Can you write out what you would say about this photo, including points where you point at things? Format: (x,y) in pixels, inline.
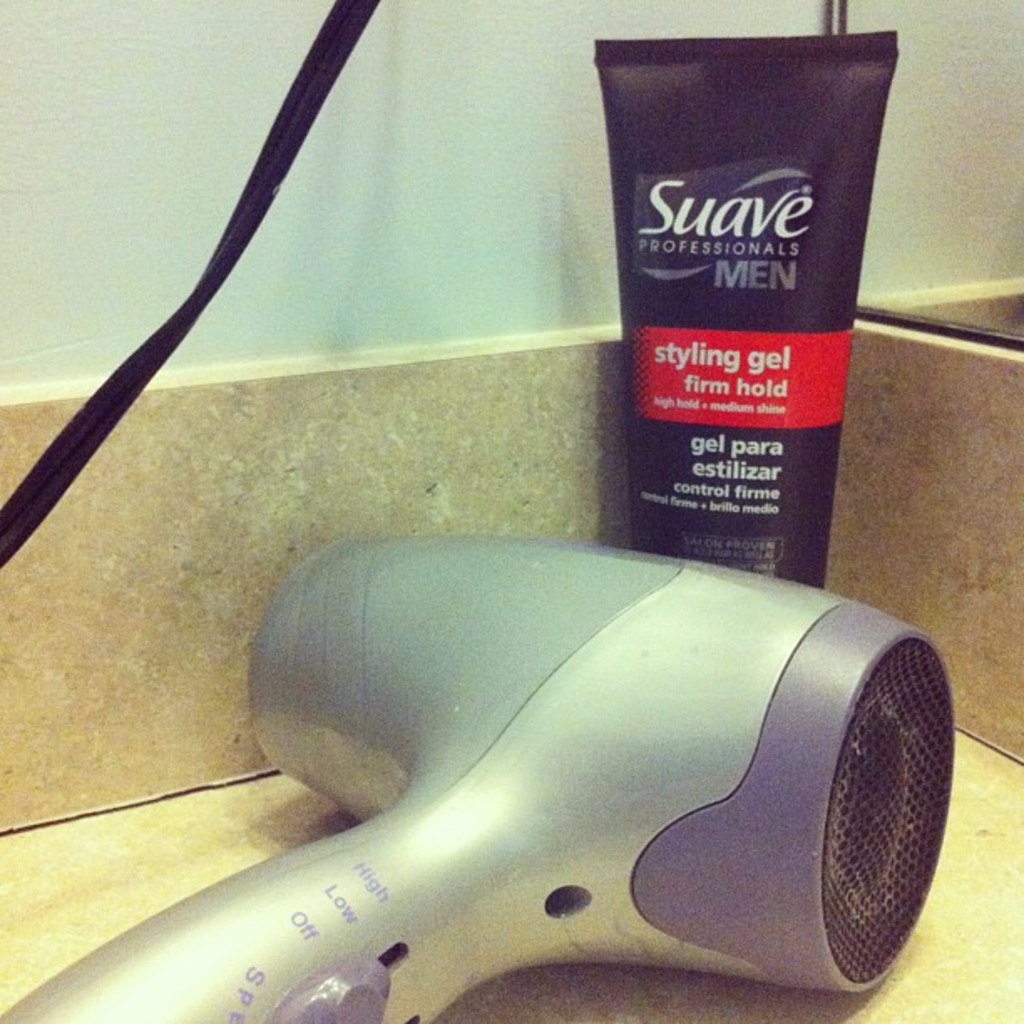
This image consists of a hair dryer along with a gel tube (858,274) are kept on the desk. In the background (401,156), there is a wall (15,192) in white color.
